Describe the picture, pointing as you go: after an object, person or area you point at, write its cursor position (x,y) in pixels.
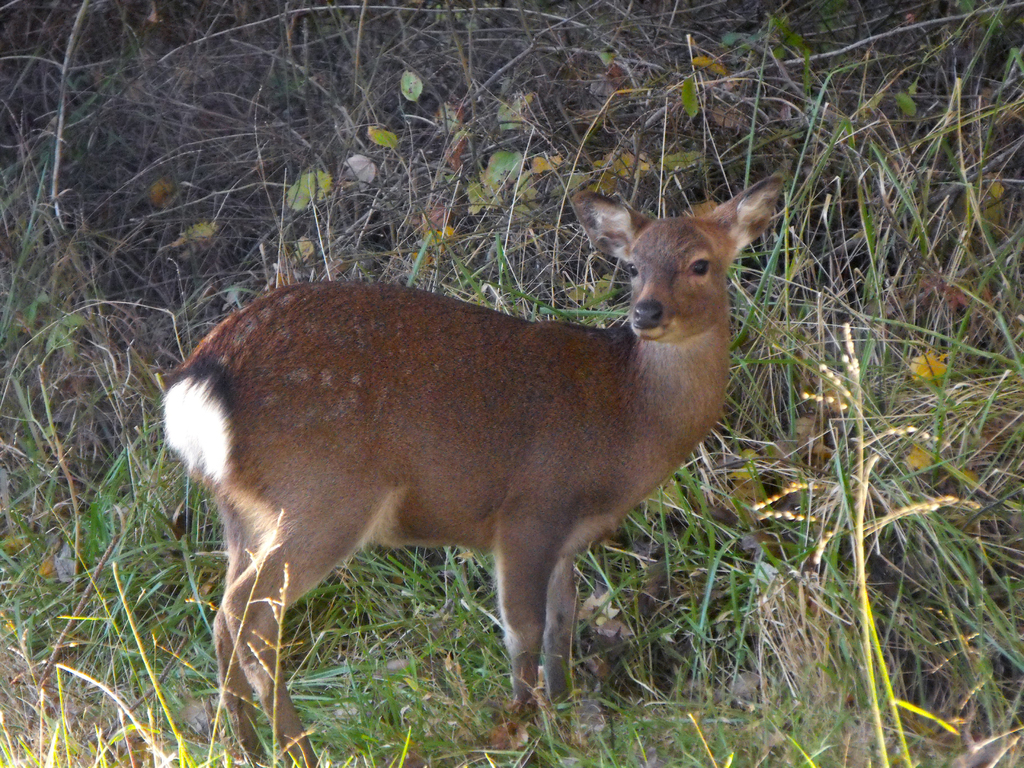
In this picture we can see deer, grass (799,372) and leaves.
